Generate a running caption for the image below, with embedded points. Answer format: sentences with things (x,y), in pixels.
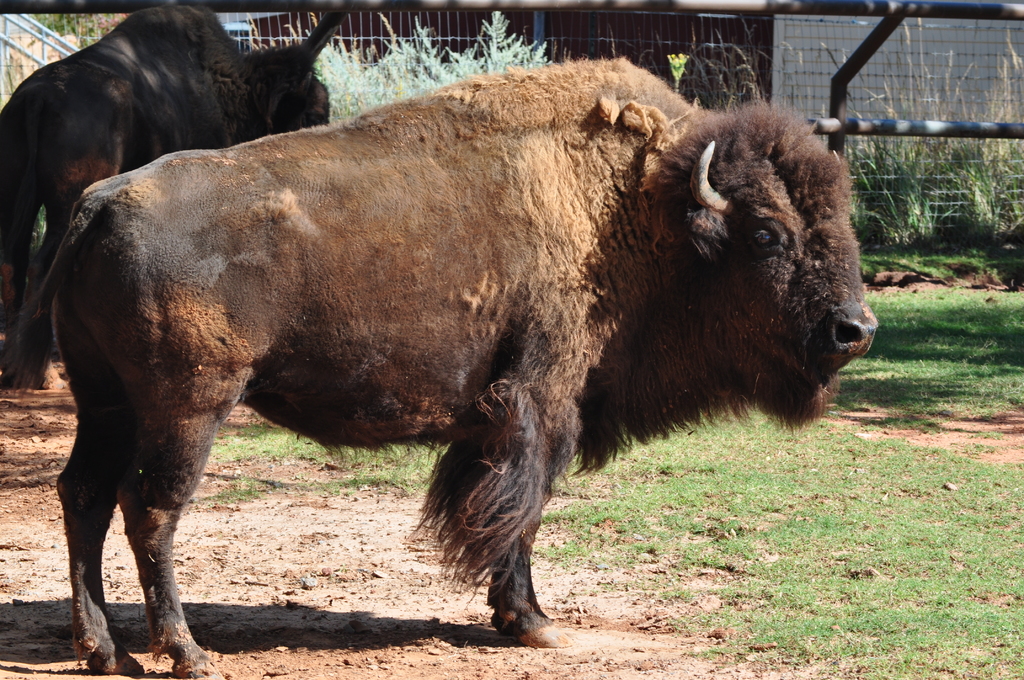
In this image I can see two Buffalo like animals (213,85) seems to be bison (419,223). I can see grills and some metal objects (893,10) behind them, grass (786,491) and plant (952,166).
